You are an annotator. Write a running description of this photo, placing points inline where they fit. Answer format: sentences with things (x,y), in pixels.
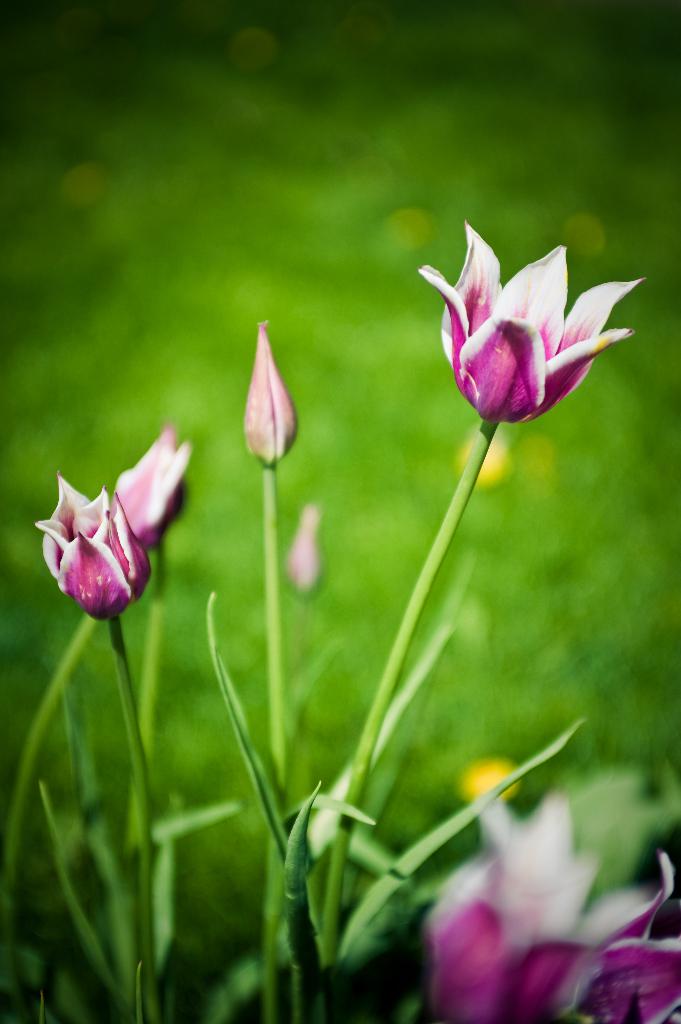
In this image, we can see some plants (294,894) and flowers (266,437). We can also see the blurred background (561,453).
